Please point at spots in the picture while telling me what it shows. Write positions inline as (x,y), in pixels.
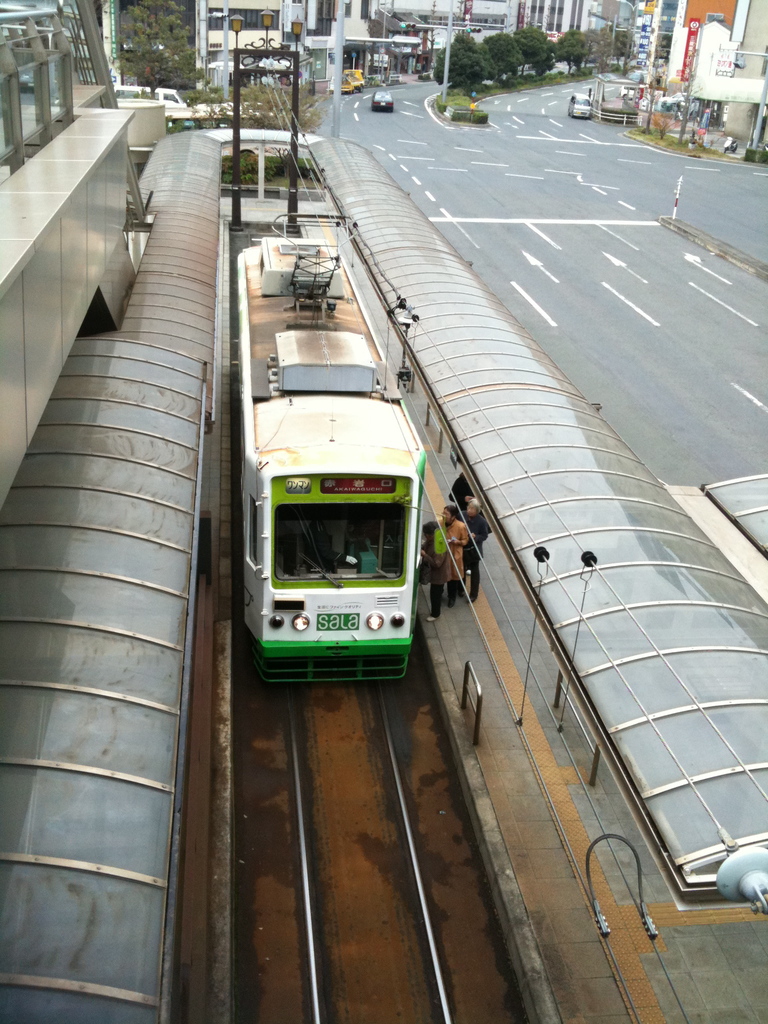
In this picture there is a train (325,595) on the railway track (372,1002) and there are group of people (452,510) standing on the platform (581,912). At the back (435,146) there are vehicles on the road (714,165) and there are buildings (720,112), trees (499,78), poles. At the bottom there is a railway track (340,1002).
